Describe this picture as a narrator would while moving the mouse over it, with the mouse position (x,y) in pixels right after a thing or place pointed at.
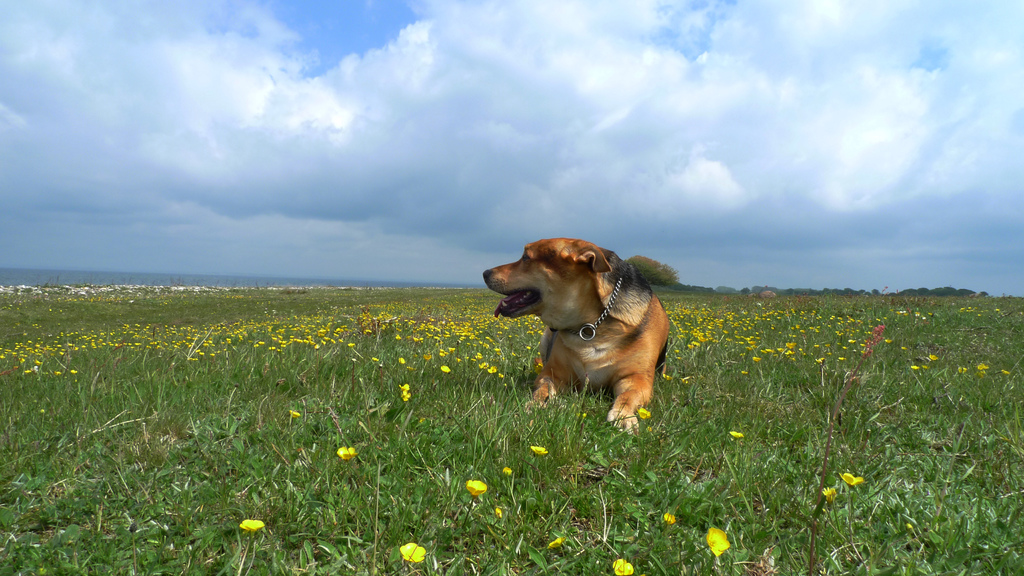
In this image we can see a dog (618,360). At the bottom of the image (605,491) there is grass (866,421), flowers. In the background of the image (457,132) there is sky (285,78) and clouds (641,140).
